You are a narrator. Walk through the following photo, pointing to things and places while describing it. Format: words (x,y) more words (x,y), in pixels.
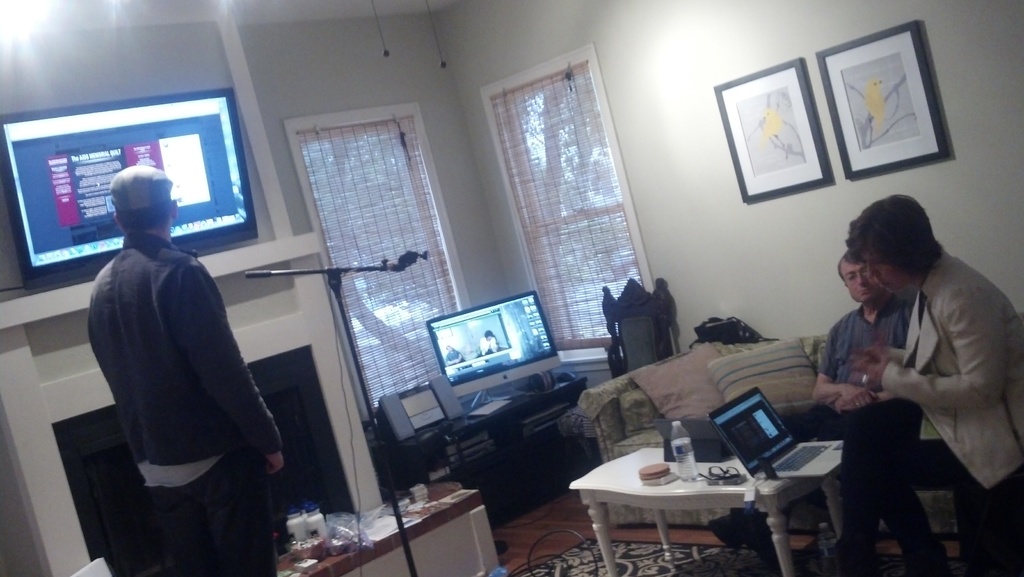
Here we can see that a person (176,244) is standing on the floor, and here there is the table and laptop (767,457) and some objects (687,459) on it, and some are sitting on the sofa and pillows (802,391) on it, and here is the television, and here is the wall (692,169) and photo frame (735,106) on it
